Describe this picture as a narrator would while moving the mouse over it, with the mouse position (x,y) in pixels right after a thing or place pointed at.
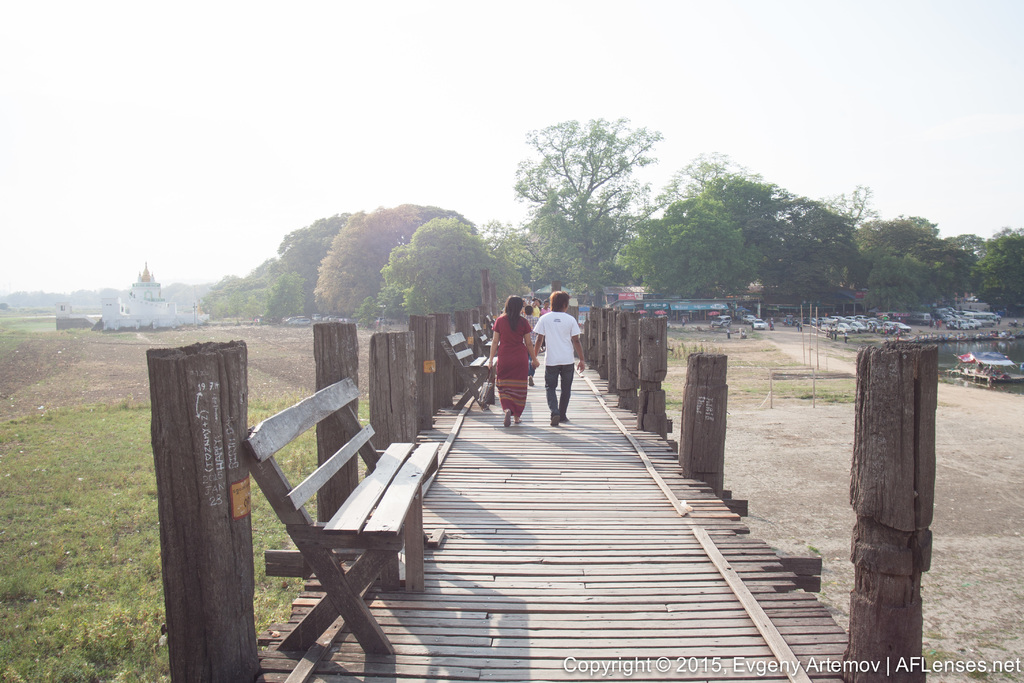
This picture shows few people (498,374) walking on the bridge (549,533) and we see a bench (416,463) and trees (497,289) around.
